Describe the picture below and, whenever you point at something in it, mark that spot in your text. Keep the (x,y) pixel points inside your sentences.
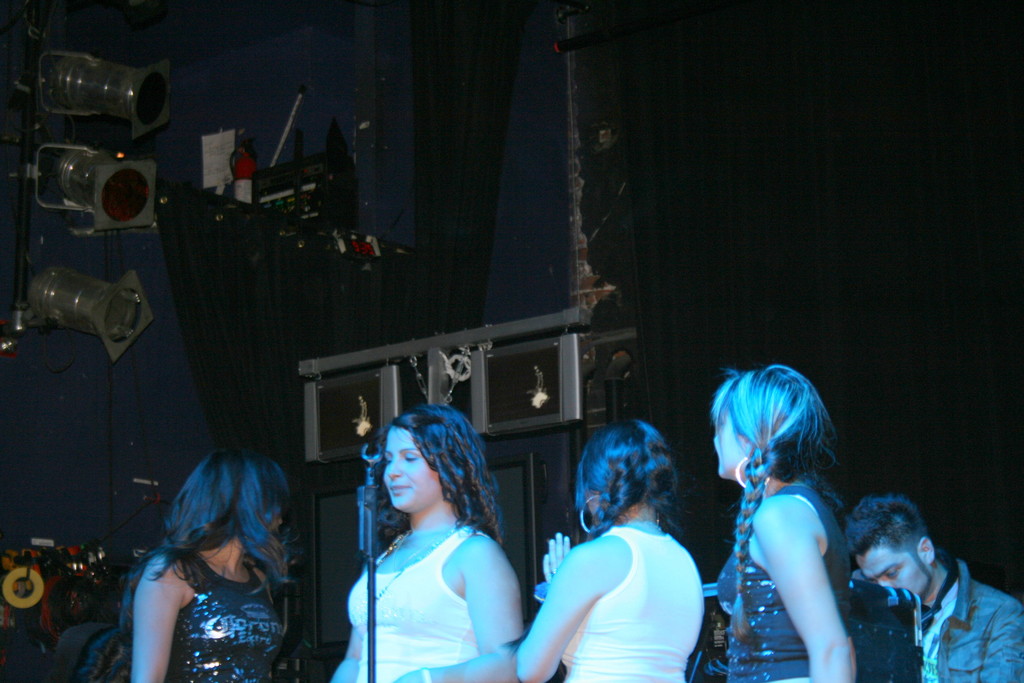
In this image we can see five persons (587,622). In front of the persons (360,590) we can see a mic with a stand (374,461). Behind the persons (605,493) we can see an object (330,424). On the left side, we can see lights (75,66) attached to a stand (21,107). In the background (792,281), we can see the curtains (381,303) and few objects (299,163) attached to the wall (373,203).
